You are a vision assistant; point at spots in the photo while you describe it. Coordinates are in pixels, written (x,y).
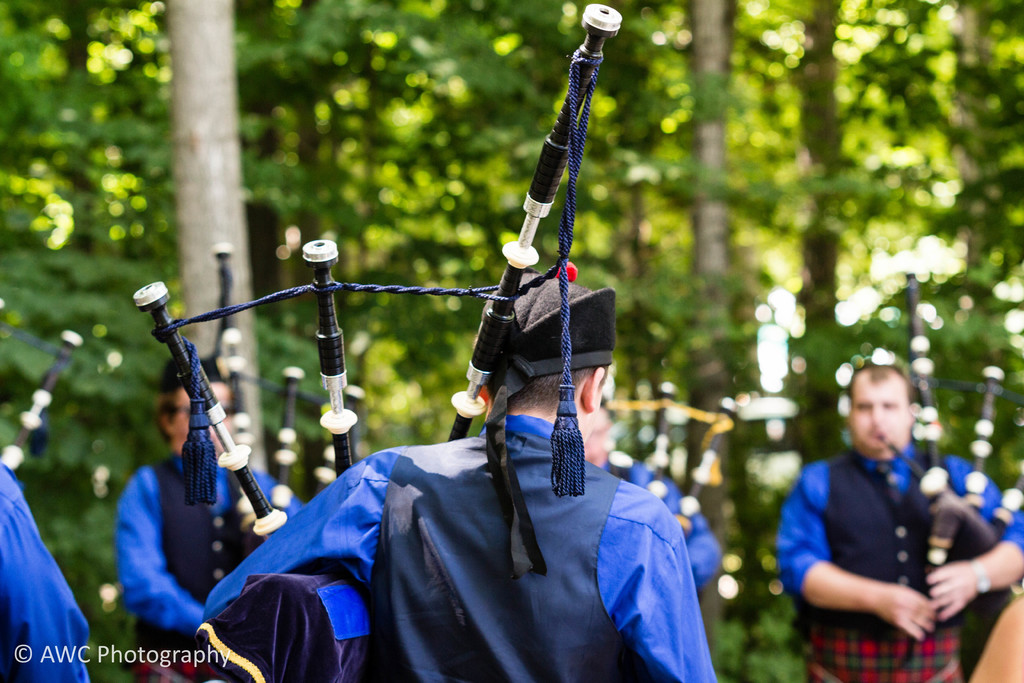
In this image there are people (480,601) playing pipes (277,590), in the background (380,331) there are trees (788,101) and it is blurred, in the bottom left (119,660) there is text (85,662).
